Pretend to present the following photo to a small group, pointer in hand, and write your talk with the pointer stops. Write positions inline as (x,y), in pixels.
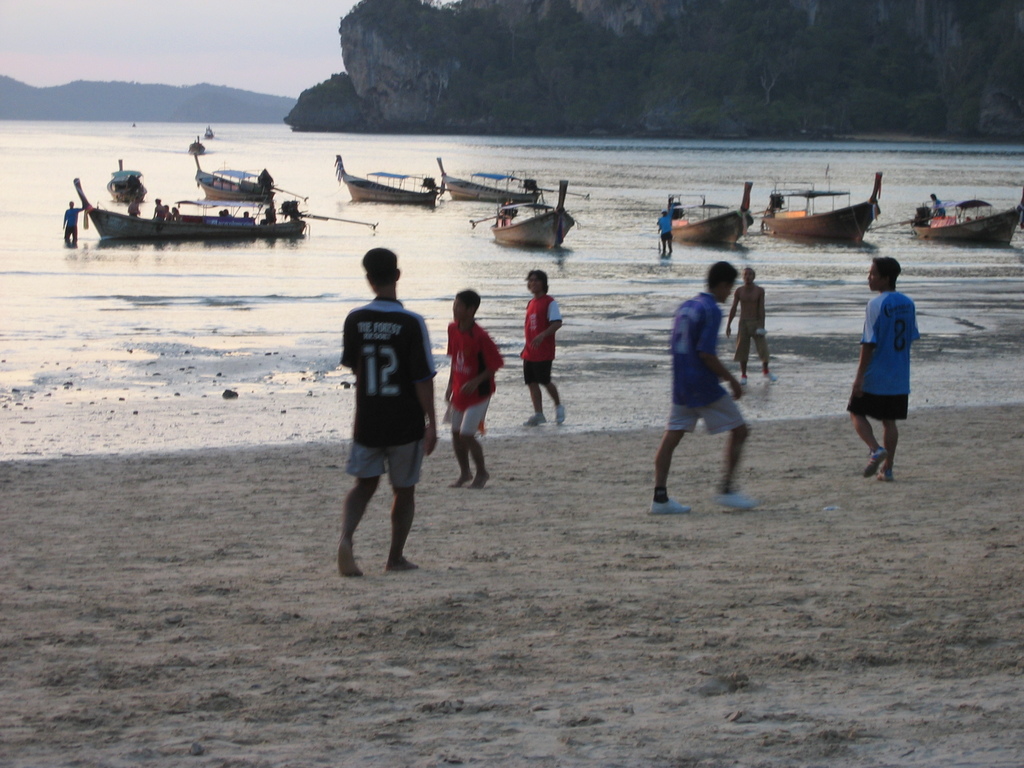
In this image we can see group of persons (873,380) standing on the ground (926,397). In the center of the image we can see group of boats (692,230), some persons (669,237) standing in water (668,250). In the background (549,51), we can see mountains (374,57) and the sky (224,69).
